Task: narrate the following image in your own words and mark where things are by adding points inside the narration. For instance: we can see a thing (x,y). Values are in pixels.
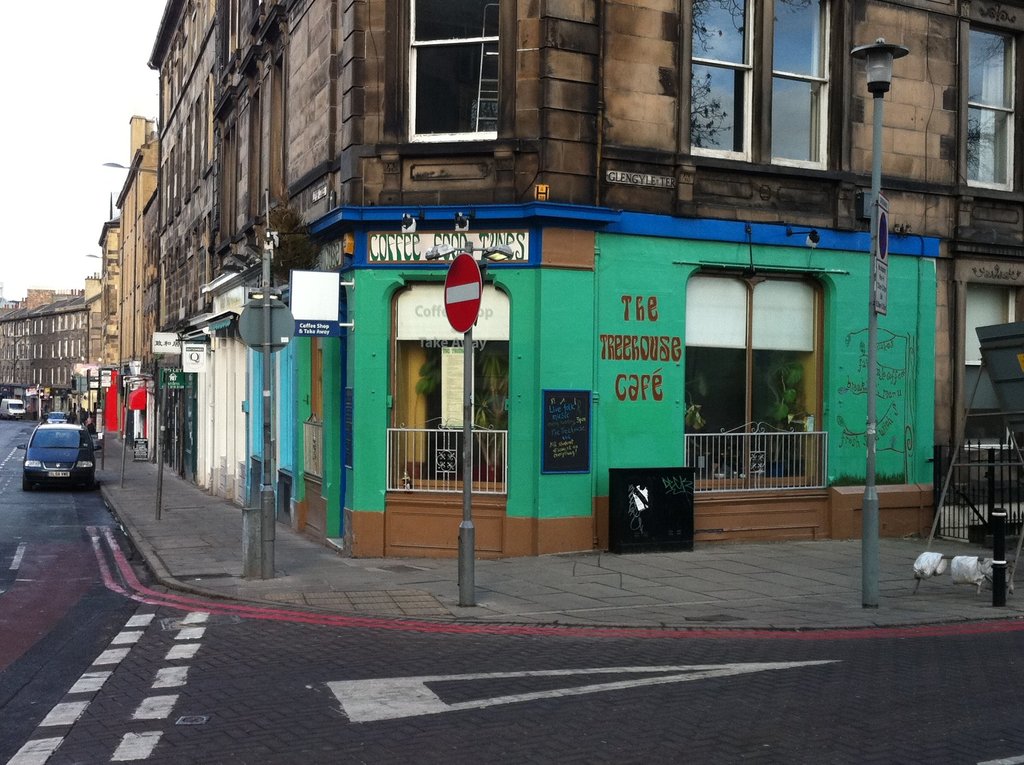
In the foreground of the image (259,710), on the bottom (149,690), there is a road (95,629). In the middle (465,407), there are few sign boards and poles (874,517). In the background (336,244), there are buildings (163,280), sky (58,261) and few vehicles (38,438) on the road (33,428).
